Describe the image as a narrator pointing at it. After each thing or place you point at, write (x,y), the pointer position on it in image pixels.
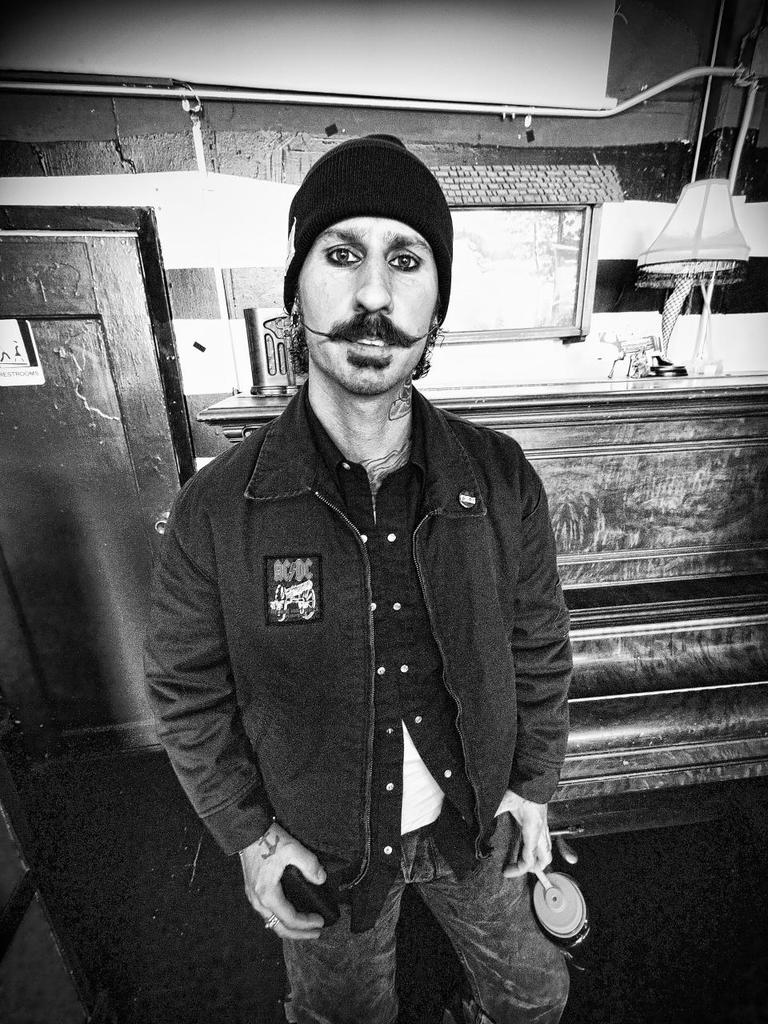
In the image I can see a person (339,536) who is wearing the cap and behind there is a lamp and a door (64,365).
